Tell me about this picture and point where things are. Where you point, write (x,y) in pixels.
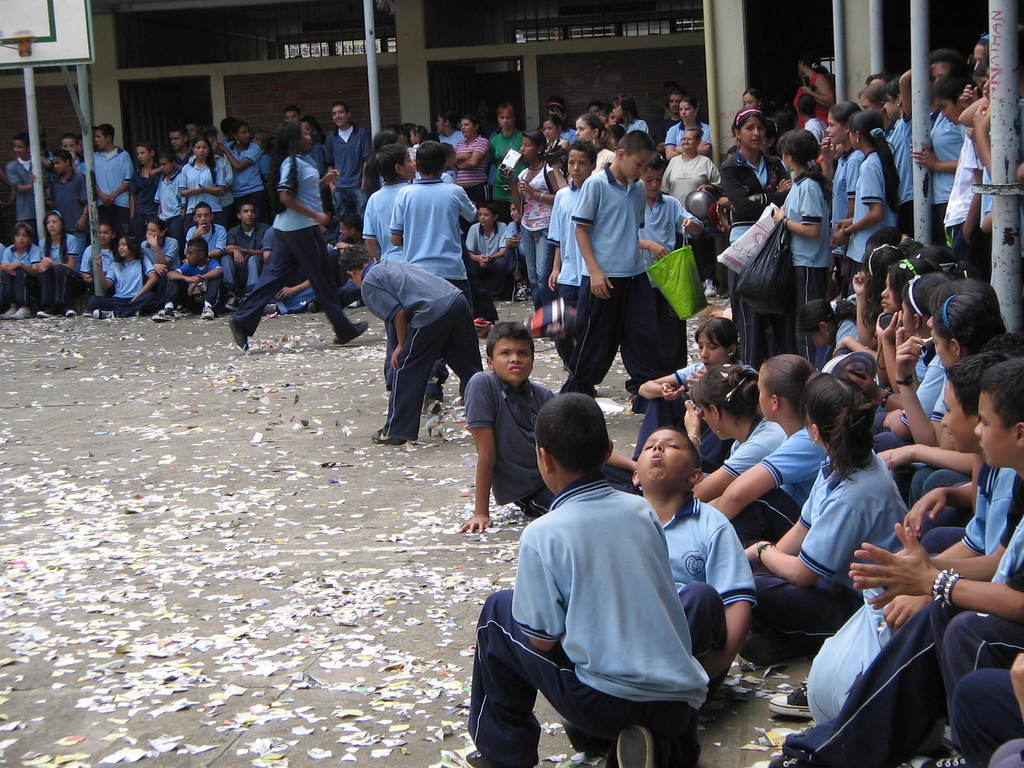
In this image we can see several children (952,613) sitting on the ground (559,383). In the background (1005,213) we can see group of people (892,147) standing, poles (923,203) and a building (768,41).
